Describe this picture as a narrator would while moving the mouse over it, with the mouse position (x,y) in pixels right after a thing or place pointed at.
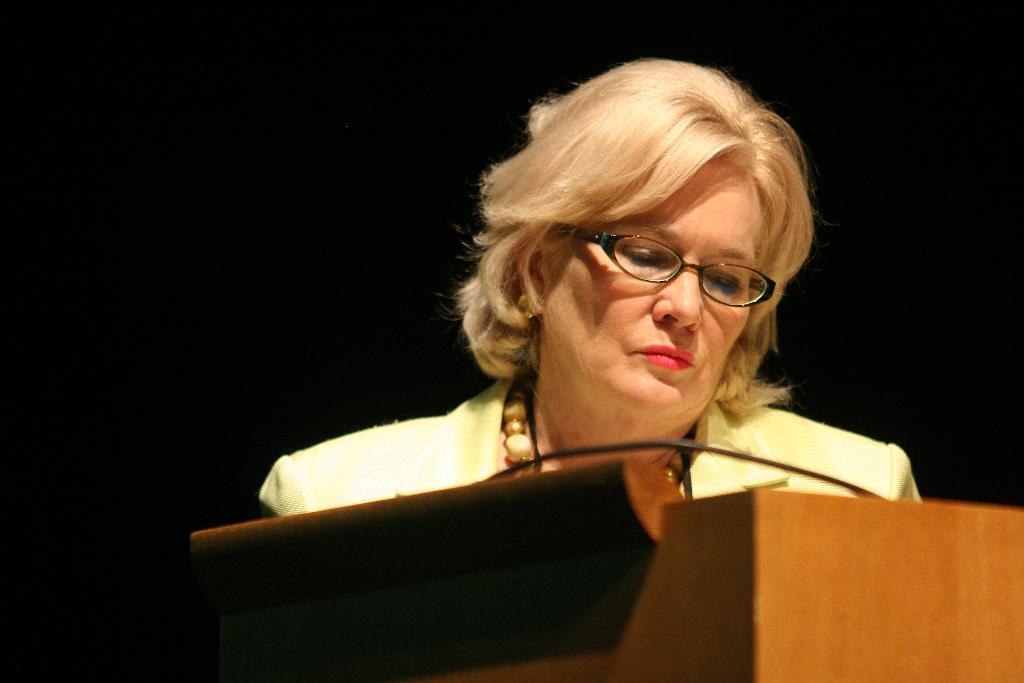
In the center of the picture (583,280) there is a woman (561,438) wearing a suit (711,463). In the foreground (540,532) there is a podium (473,567). The background (883,77) is dark.
